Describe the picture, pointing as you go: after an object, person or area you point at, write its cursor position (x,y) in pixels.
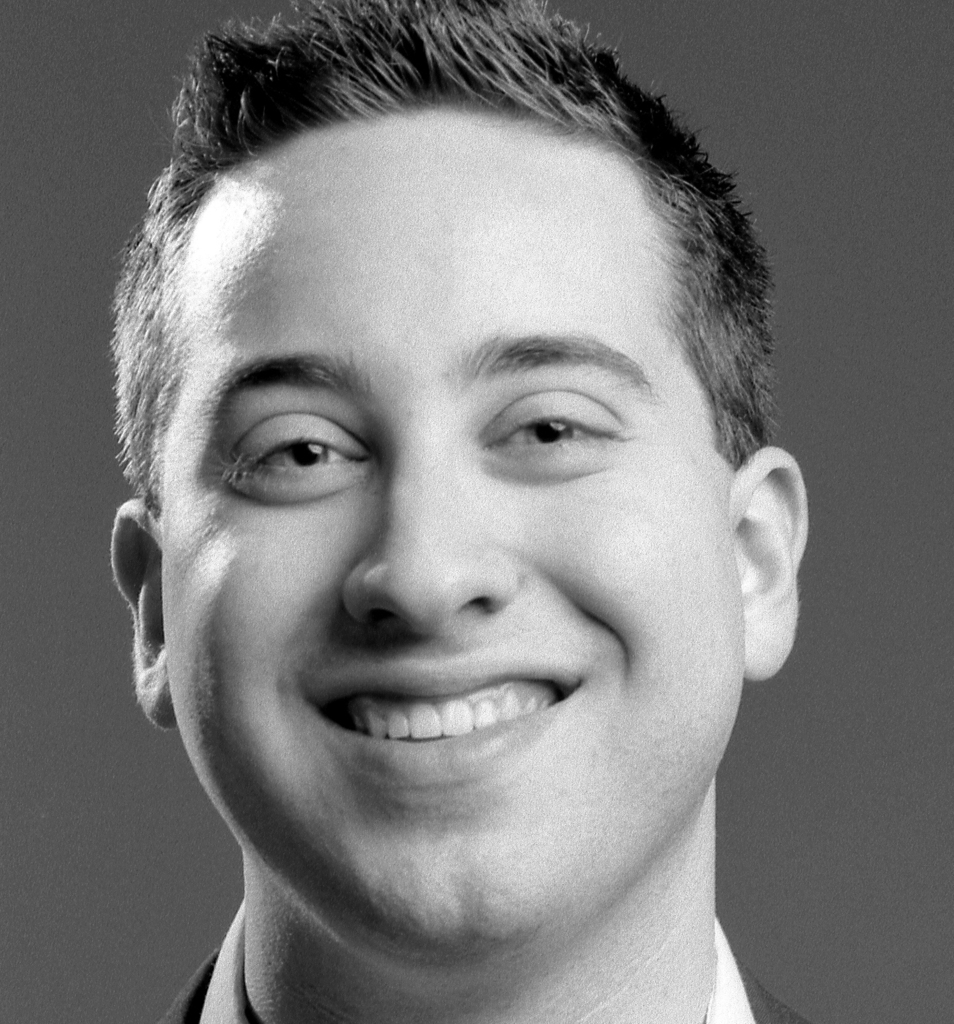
This is a black and white picture of a man (690,1003), he is smiling.
